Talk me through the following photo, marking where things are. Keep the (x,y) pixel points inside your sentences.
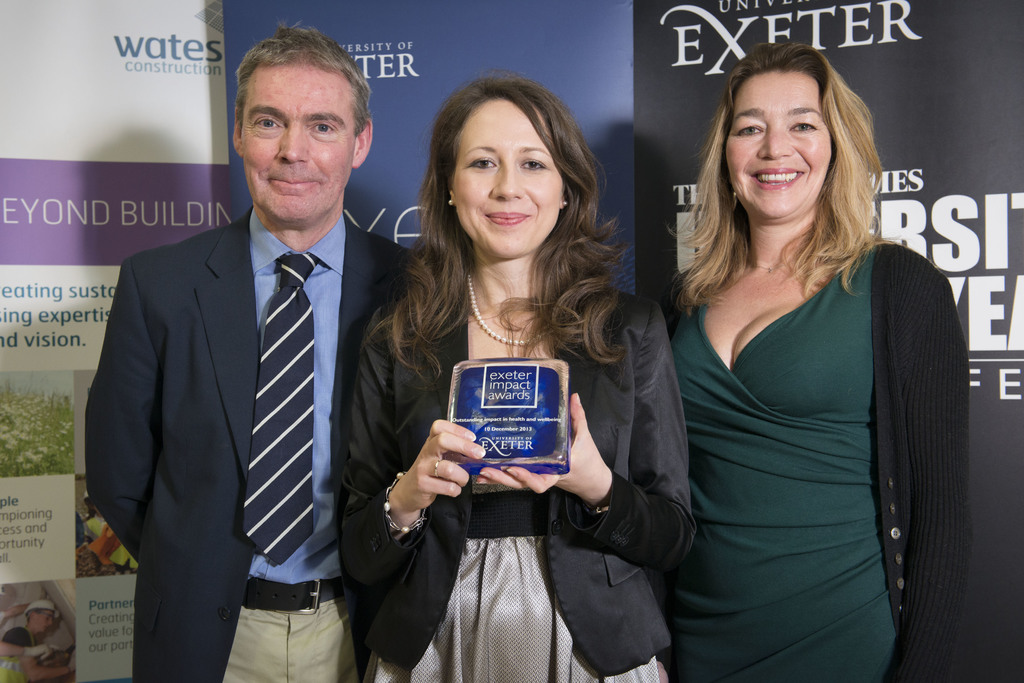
In this image I can see three people (598,329) with different color dresses (496,528). I can see one person (498,524) is holding the blue color object (556,465). In the background (469,74) I can see the banner (654,50) and something is written on it.
